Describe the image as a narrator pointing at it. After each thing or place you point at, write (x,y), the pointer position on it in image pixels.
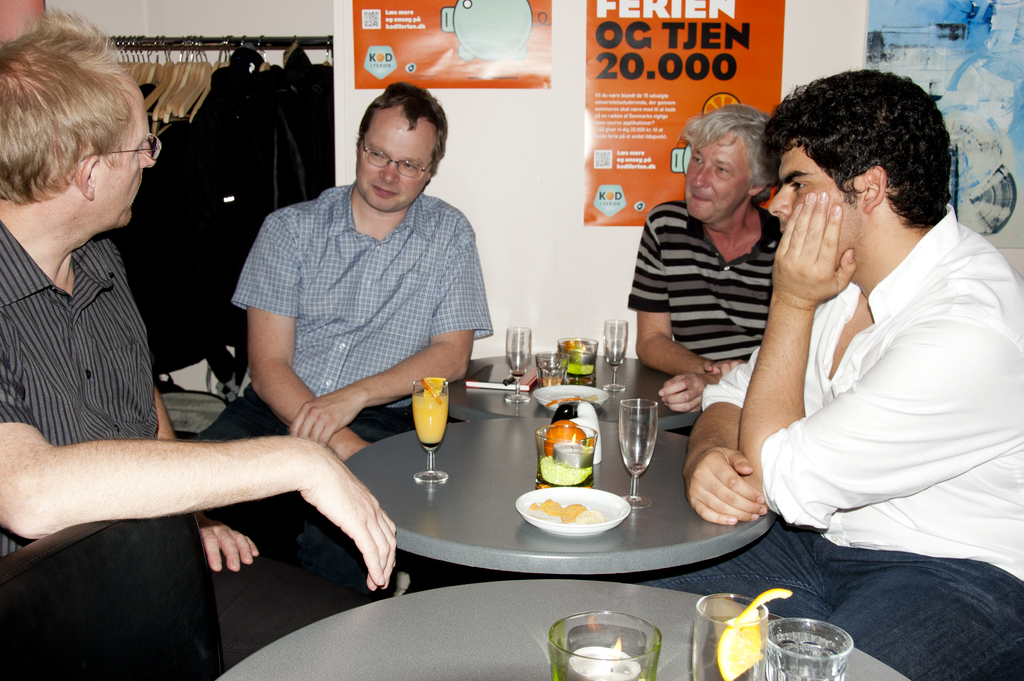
In this image we can see men (221,457) sitting on the chairs (183,525) and tables (622,536) are placed in front of them. On the tables (609,479) there are cutlery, crockery (594,427) and a book (526,385). In the background (227,104) there are clothes (235,104) hanged to the hangers (194,67) and advertisements (694,104) pasted on the wall (481,125).
